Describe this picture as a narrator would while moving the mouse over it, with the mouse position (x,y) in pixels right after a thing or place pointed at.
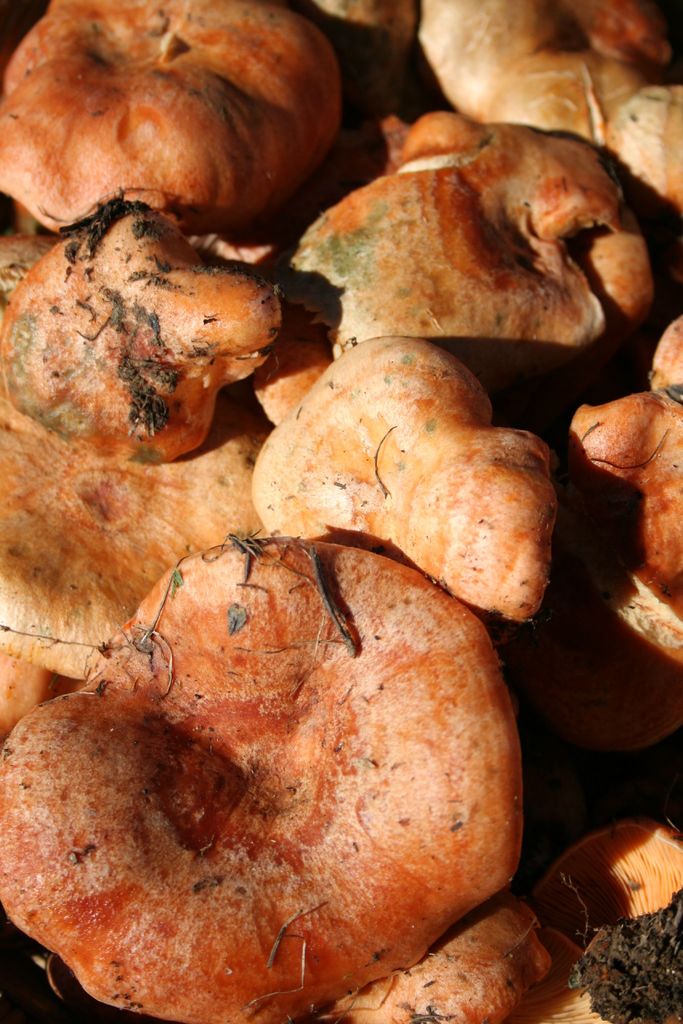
In this image I can see few objects (261,317) which are orange and yellow in color.
